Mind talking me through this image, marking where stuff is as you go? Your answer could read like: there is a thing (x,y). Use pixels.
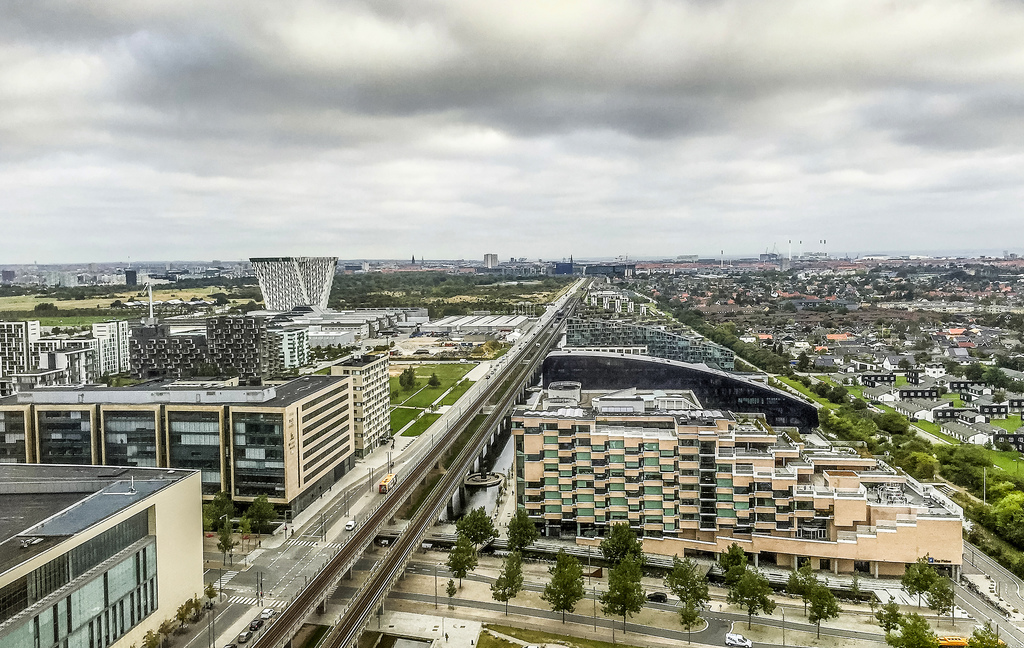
At the bottom of the image (601,489) there are many buildings (658,394), trees (1017,516), plants (425,395), roads (227,611), flyovers (374,601) and many poles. At the top of the image (648,81) there is a sky (536,191) with clouds (842,145).
